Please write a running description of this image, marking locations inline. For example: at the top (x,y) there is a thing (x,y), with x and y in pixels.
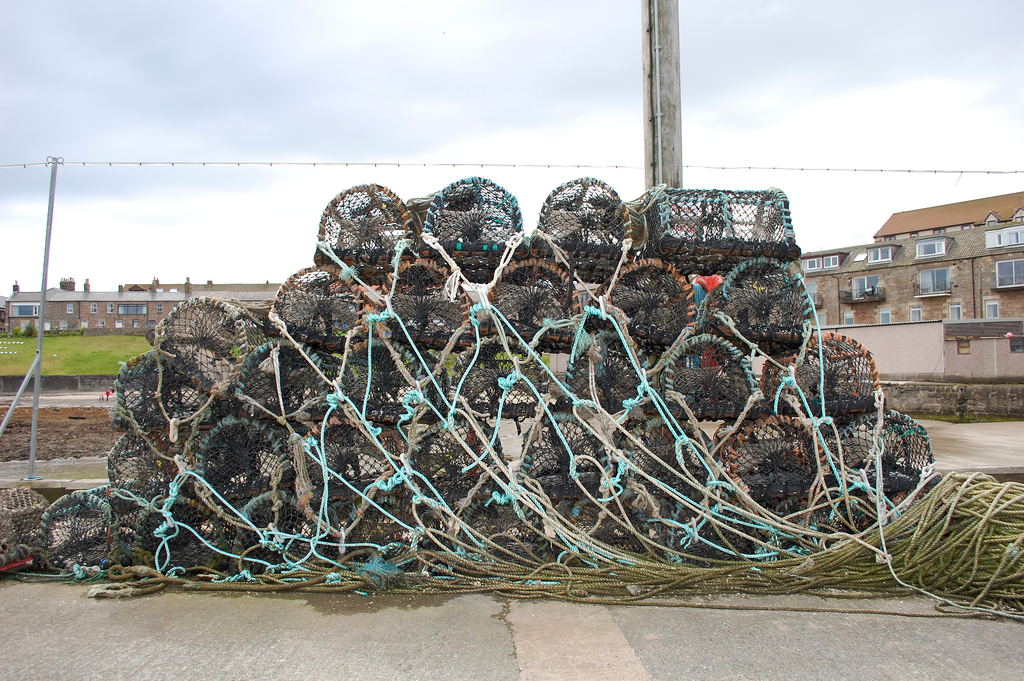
In this image there is the sky (346,68), there are buildings (123,293), there are buildings (974,251) truncated towards the right of the image (976,235), there is a pole (668,137) truncated towards the top of the image (666,63), there is a wire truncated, there is an object (449,477) on the ground (422,613), there is an object (959,489) truncated towards the right of the image (977,508), there is the soil (96,435), there is the grass (66,353).
